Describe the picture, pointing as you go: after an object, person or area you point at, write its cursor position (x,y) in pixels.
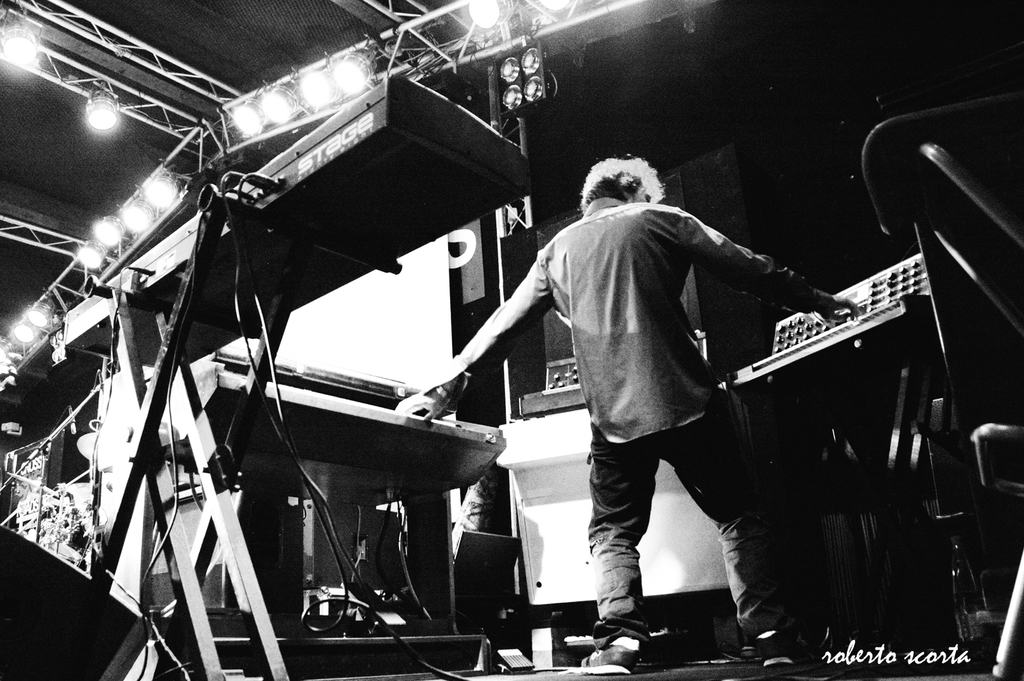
In the picture I can see a man (643,418) is standing. In the background (390,395) I can see musical instruments (281,366), microphones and some other objects (338,336). This picture is black and white in color. On the bottom right corner of the image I can see a watermark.
